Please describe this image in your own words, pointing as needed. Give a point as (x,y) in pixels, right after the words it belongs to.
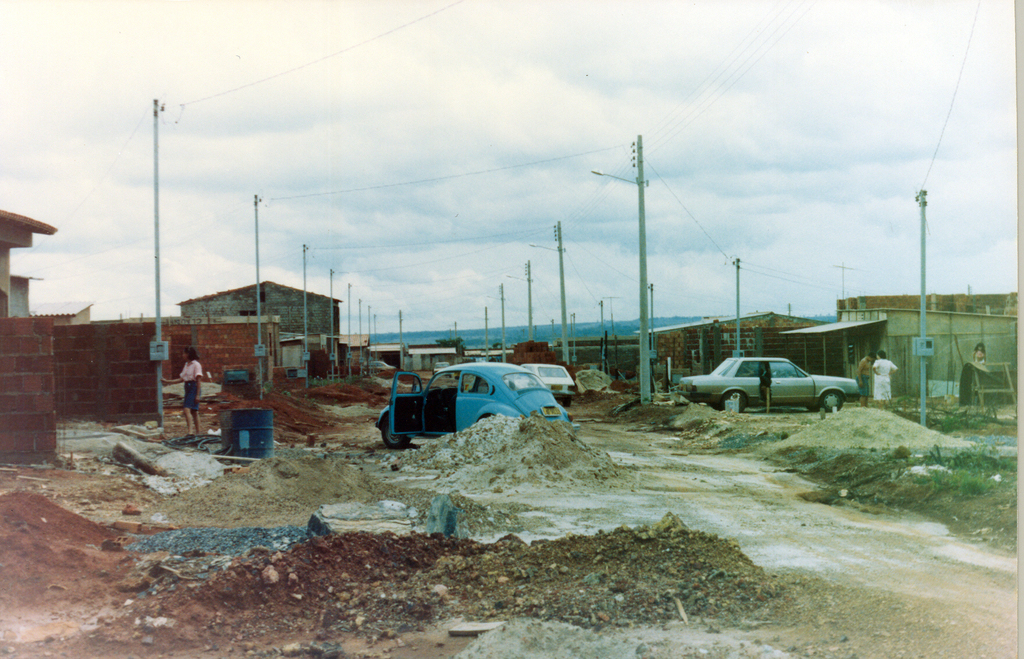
In this image I can see in the middle (449,405) there is a car (512,402) in blue color. On the left side (187,405) a woman (197,386) is walking, there are construction houses (220,378) on either side of this image and also there are electric poles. At the top (461,122) it is the cloudy sky (427,95).
